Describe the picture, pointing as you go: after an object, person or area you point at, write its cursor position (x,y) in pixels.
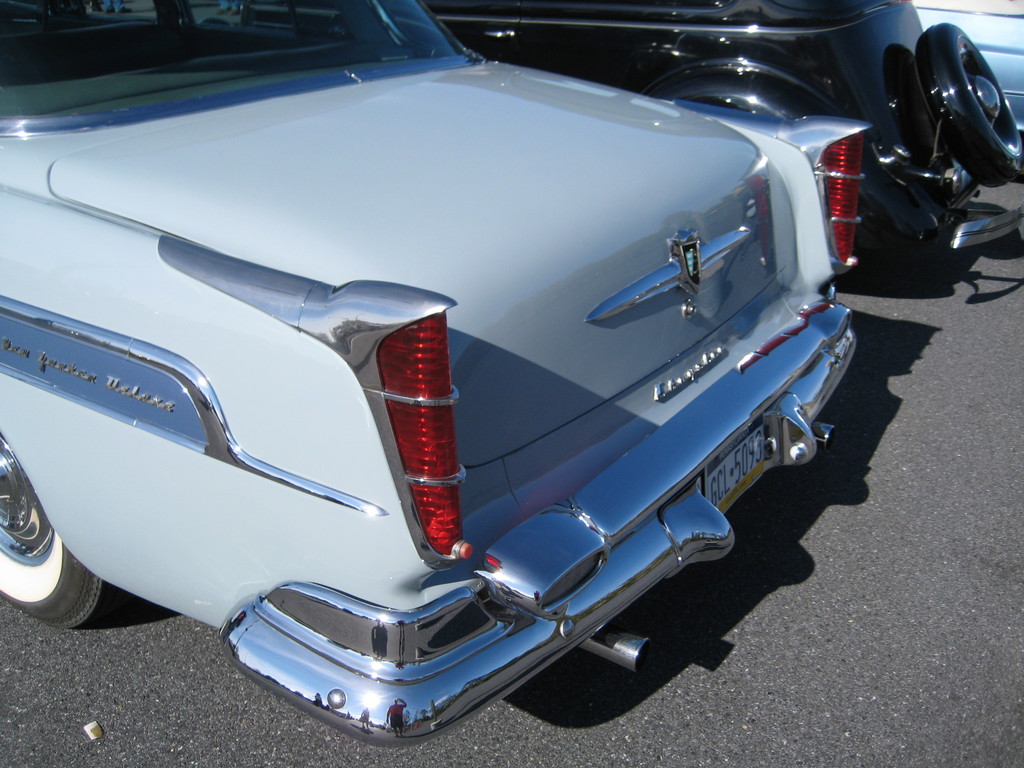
Here in this picture we can see cars (761,182) present on the road (181,629) over there.
